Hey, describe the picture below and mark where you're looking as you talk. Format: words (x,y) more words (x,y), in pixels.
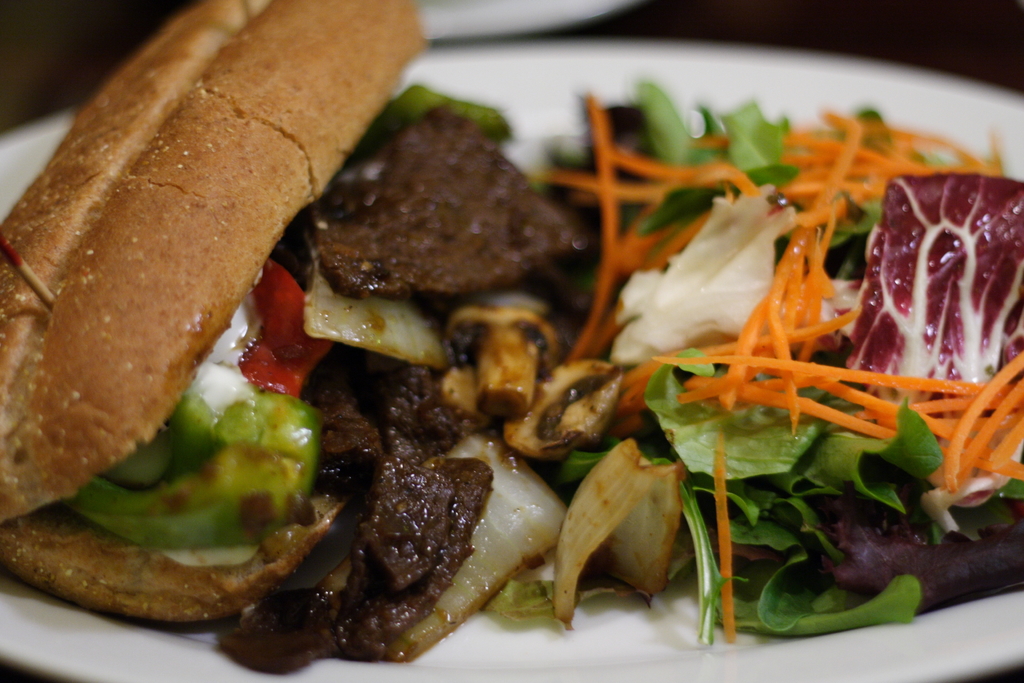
In this image I can see there is a sandwich (230,323), meat (412,517), vegetables (535,360) placed in the plate (546,651).
